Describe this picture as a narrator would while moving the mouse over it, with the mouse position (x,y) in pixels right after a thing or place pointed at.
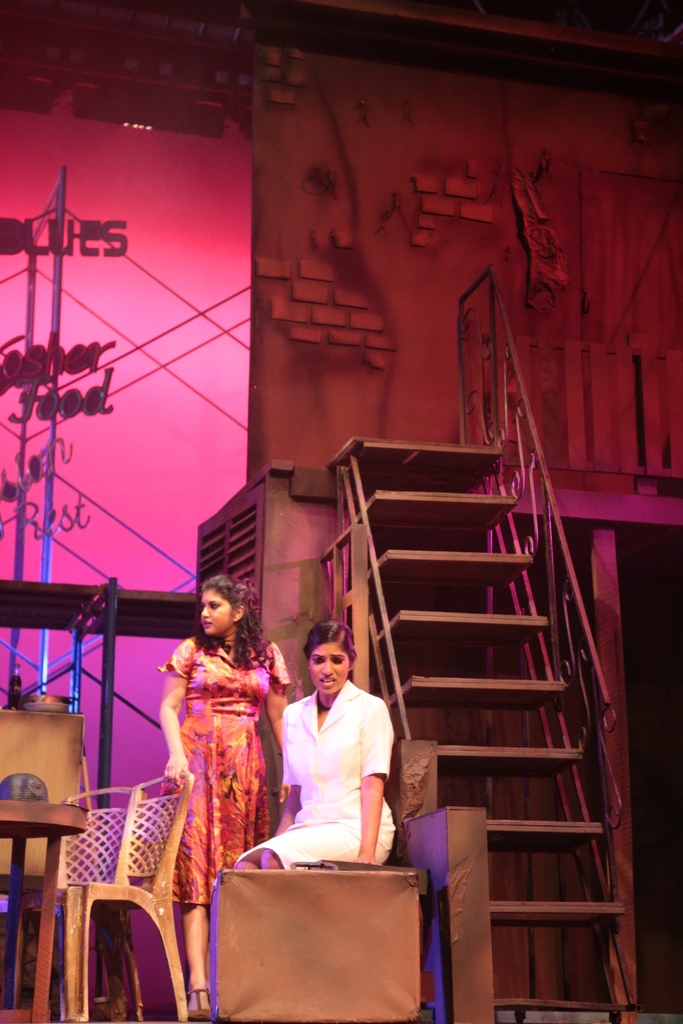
In this picture we can see two women (221,774), one is seated on a box (278,889) and one is standing, in front of them we can find a chair (80,895) and table (52,864), in the background (146,125) we can see a staircase (405,560), wall (411,326) and couple of lights (136,126).
